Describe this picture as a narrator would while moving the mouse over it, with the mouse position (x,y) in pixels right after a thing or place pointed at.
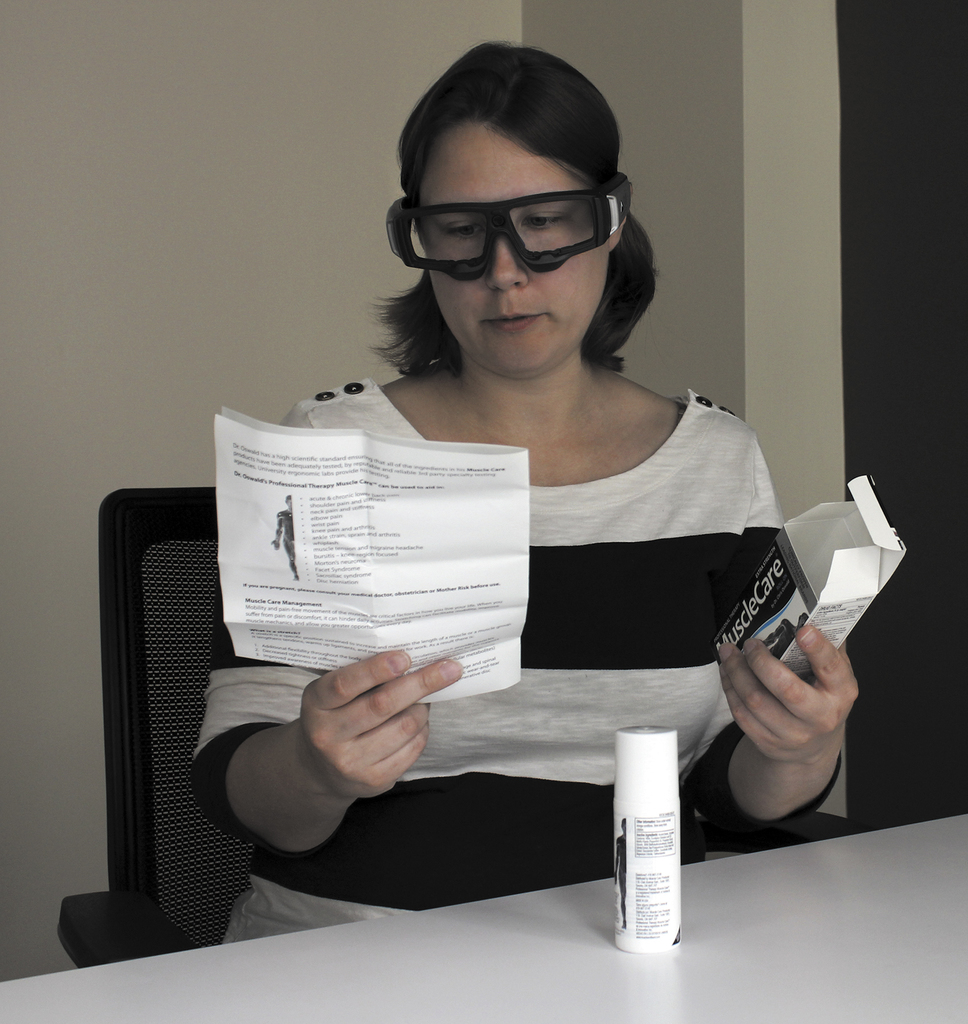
In this image I can see the person (263,784) sitting in-front of the table (753,923). The person (529,841) is wearing the black and white dress (592,673) and also specs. She is holding the paper (367,600) and the box (785,607). I can see the bottle (625,863) on the table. In the back (155,459) I can see the wall (632,94).
